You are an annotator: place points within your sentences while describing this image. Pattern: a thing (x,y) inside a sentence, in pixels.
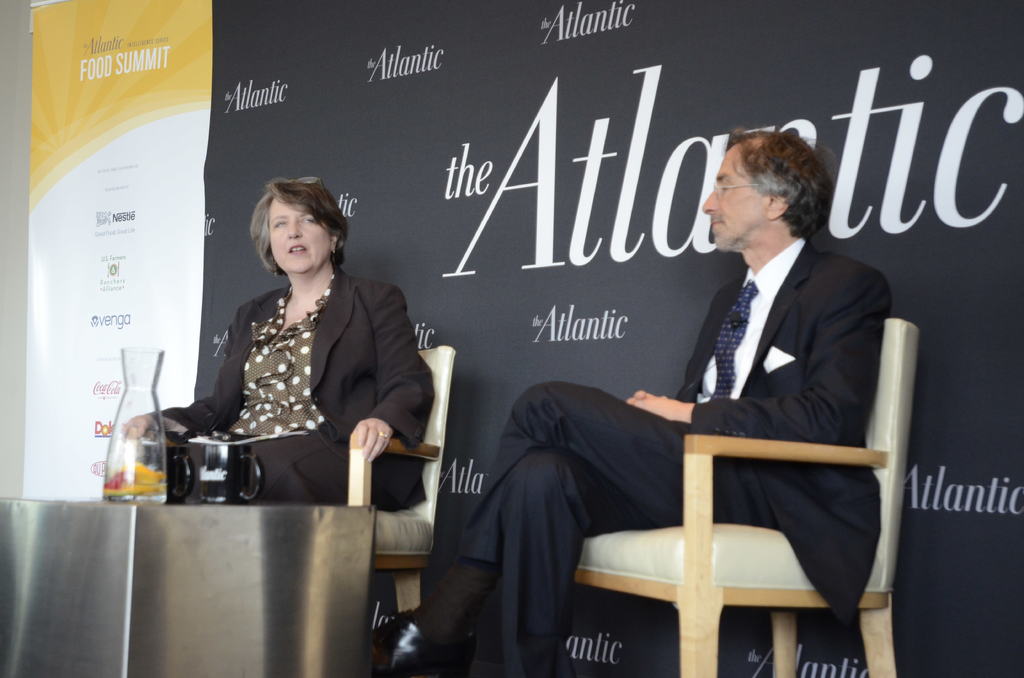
In this picture we can see two people (266,375) wearing black suits (401,483) in front of which there is a jug (145,440) and behind them there is a black color poster (498,192).
